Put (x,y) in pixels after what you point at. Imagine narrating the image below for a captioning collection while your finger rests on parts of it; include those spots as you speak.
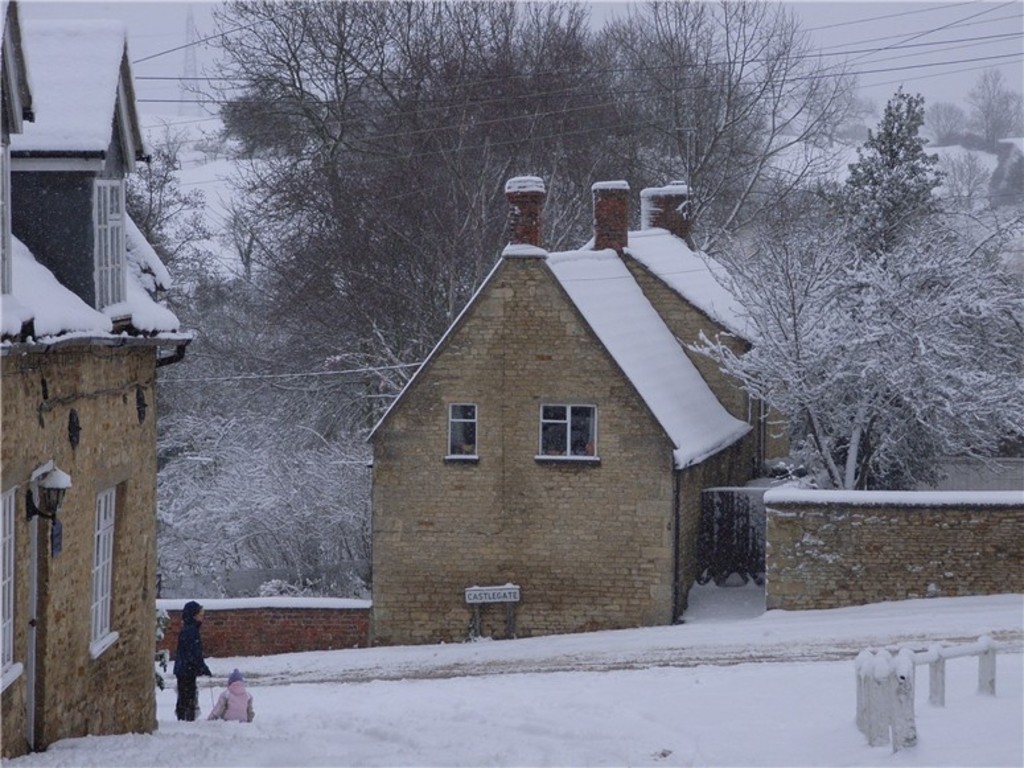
In this image I can see two persons (195,672) on the snow (174,701). In the background (537,405) I can see few houses (128,463) in brown and cream color and I can also see few trees (431,77) and the sky (146,35) is in white color.
